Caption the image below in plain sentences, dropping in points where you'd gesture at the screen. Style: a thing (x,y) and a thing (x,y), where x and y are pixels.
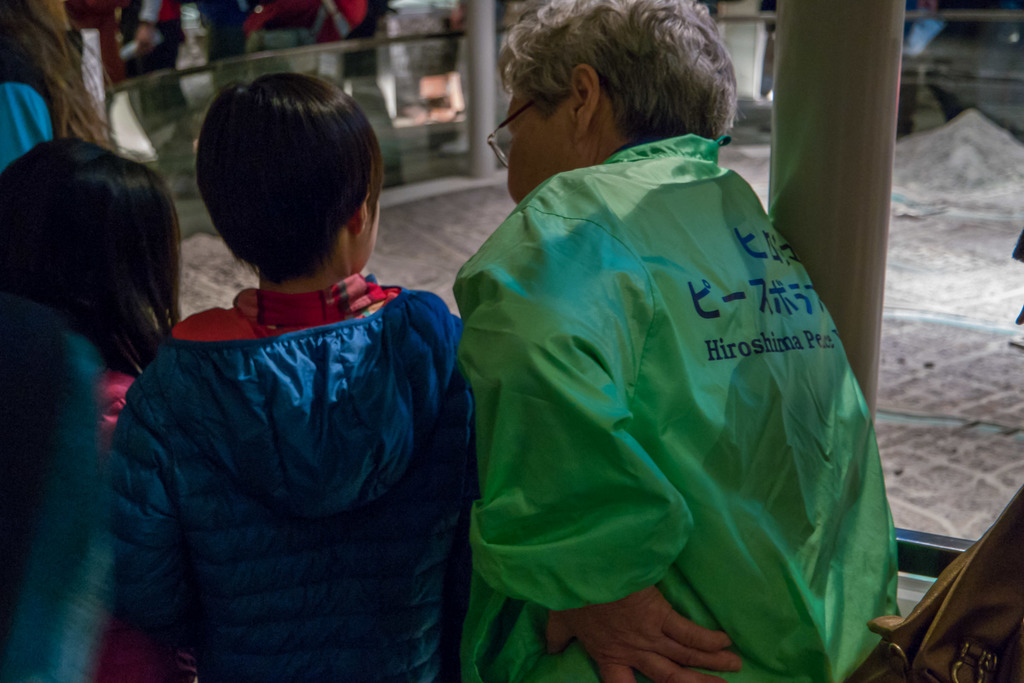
In this image I can see few persons (583,488) standing, the glass railing (365,65) and the miniature (462,221) of the city (445,229).
